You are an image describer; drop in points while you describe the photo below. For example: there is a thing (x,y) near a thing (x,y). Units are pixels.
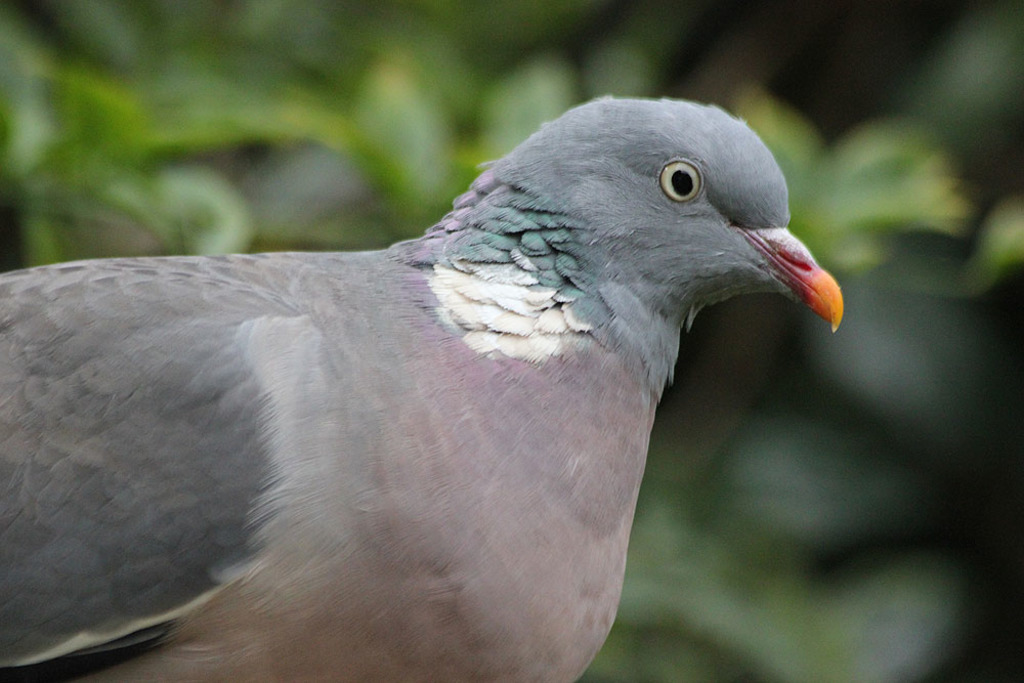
Here, we can see a wood pigeon (230,417) sitting, in the background (98,70) there are some plants (554,70).
